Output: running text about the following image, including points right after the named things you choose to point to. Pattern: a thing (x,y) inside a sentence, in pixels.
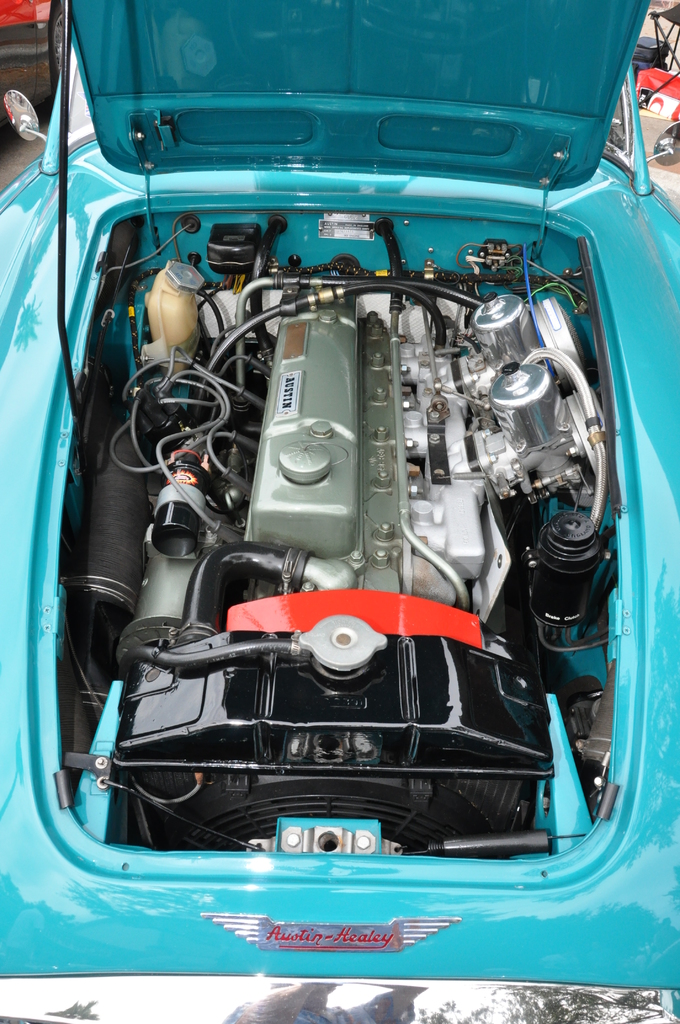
In this image I can see a car engine (161,284) and the car (263,233) is in green color.
